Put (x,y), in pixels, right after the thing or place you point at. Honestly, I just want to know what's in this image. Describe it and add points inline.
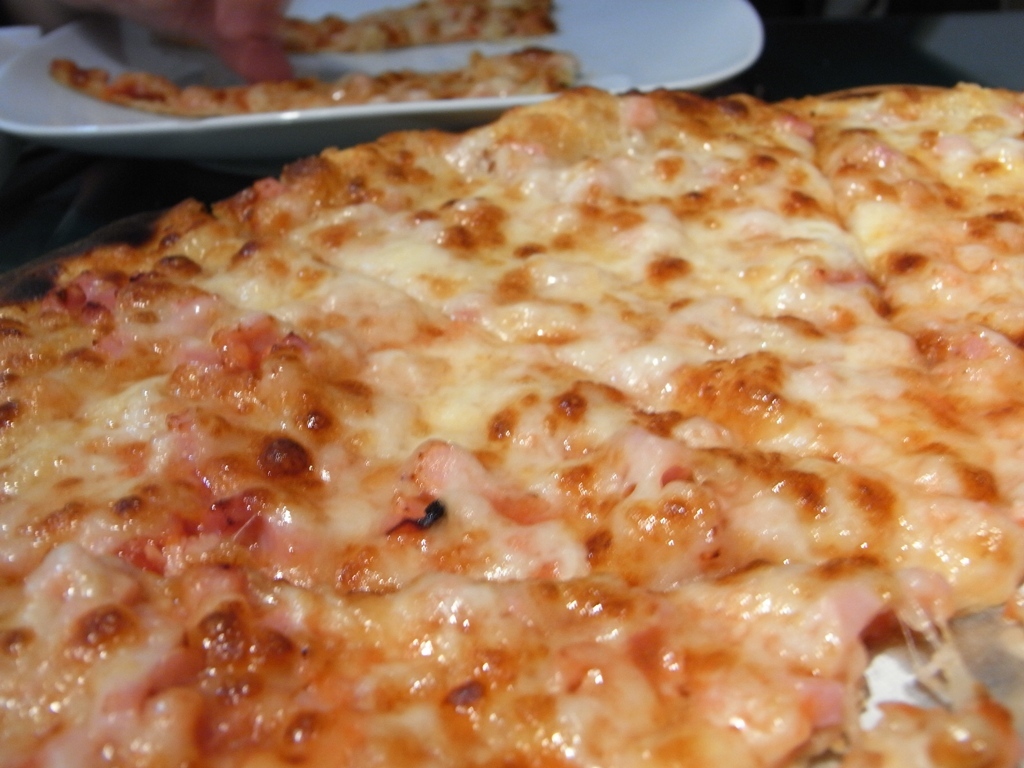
In this picture we can see a pizza (480,461) in the front (244,495), there is a plate (186,145) here.
